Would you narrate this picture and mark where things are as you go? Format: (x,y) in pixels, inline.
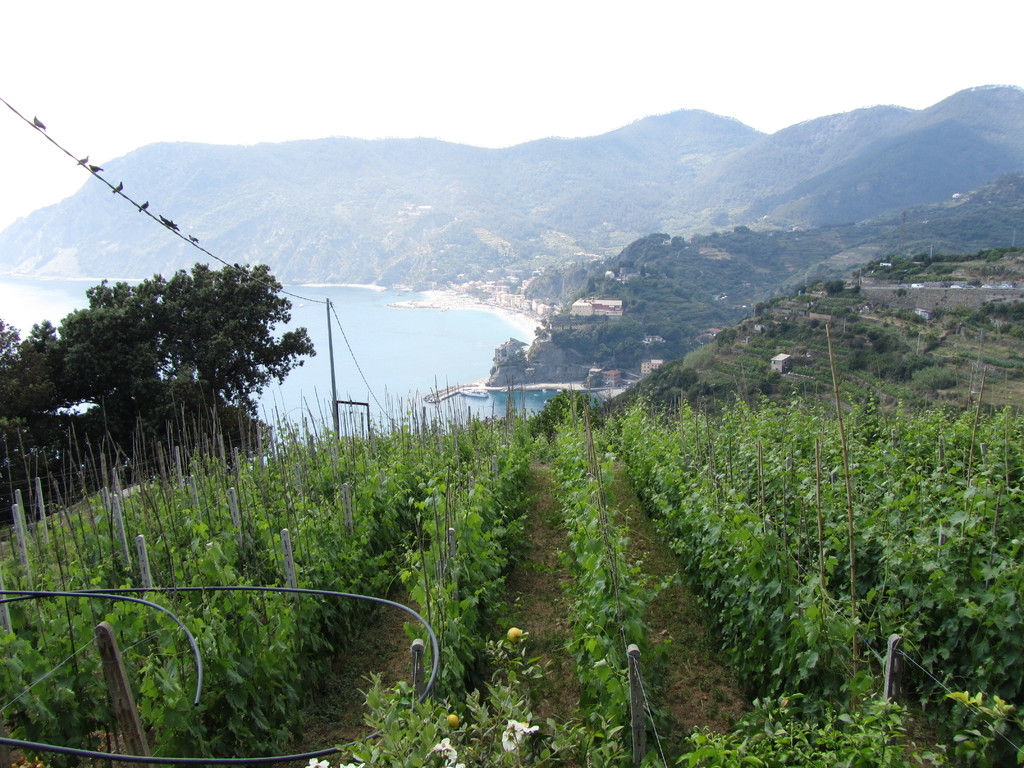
In this image I can see number of plants (584,472) in the front (463,594). In the background (14,401) I can see number of trees (14,401), few buildings (614,304), water (352,298) and few wires (374,394). On the top left side of this image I can see few birds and on the bottom left side (331,592) I can see a pipe (167,758).
